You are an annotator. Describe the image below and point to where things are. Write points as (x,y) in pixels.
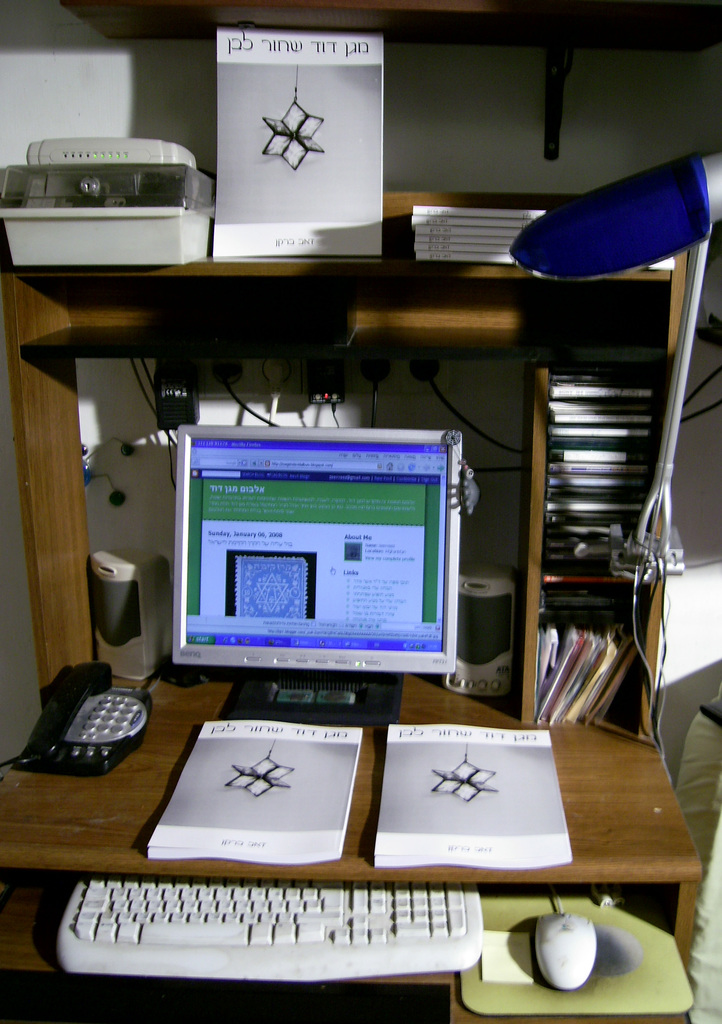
I can see in this image a computer screen (330,551), a keyboard (357,948), a computer mouse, mouse pad (635,979), few books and other objects (142,233) on a brown color table (220,872).
